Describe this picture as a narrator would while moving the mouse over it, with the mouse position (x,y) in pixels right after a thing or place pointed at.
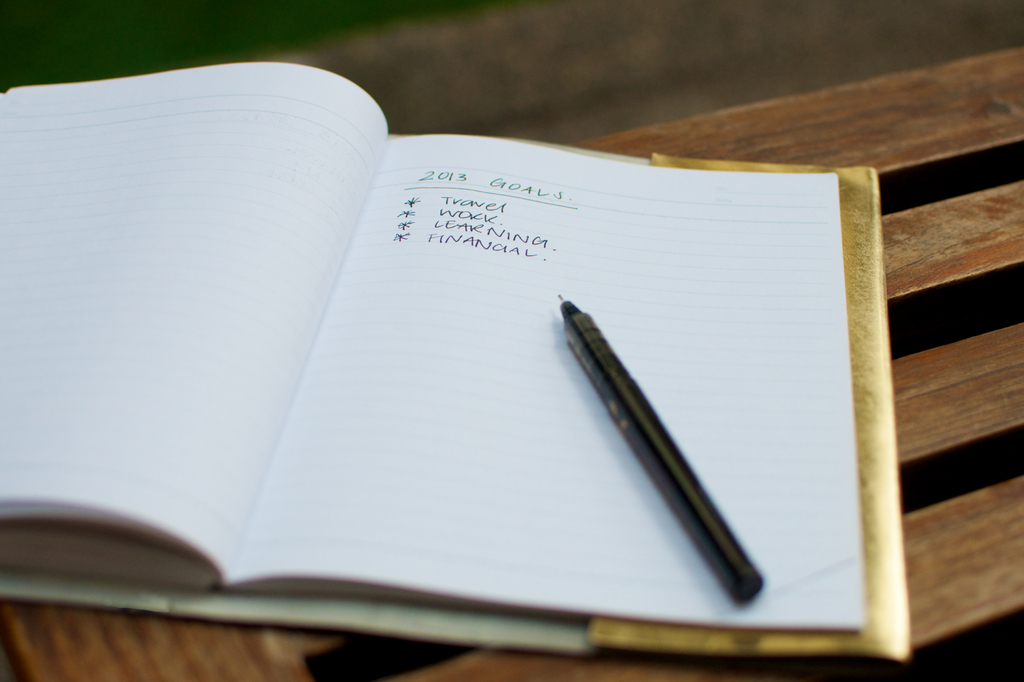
In this image there is a wooden surface (136,632), on top there is a book (779,165) and a pen (697,528), on that there is some text (451,228) written.
